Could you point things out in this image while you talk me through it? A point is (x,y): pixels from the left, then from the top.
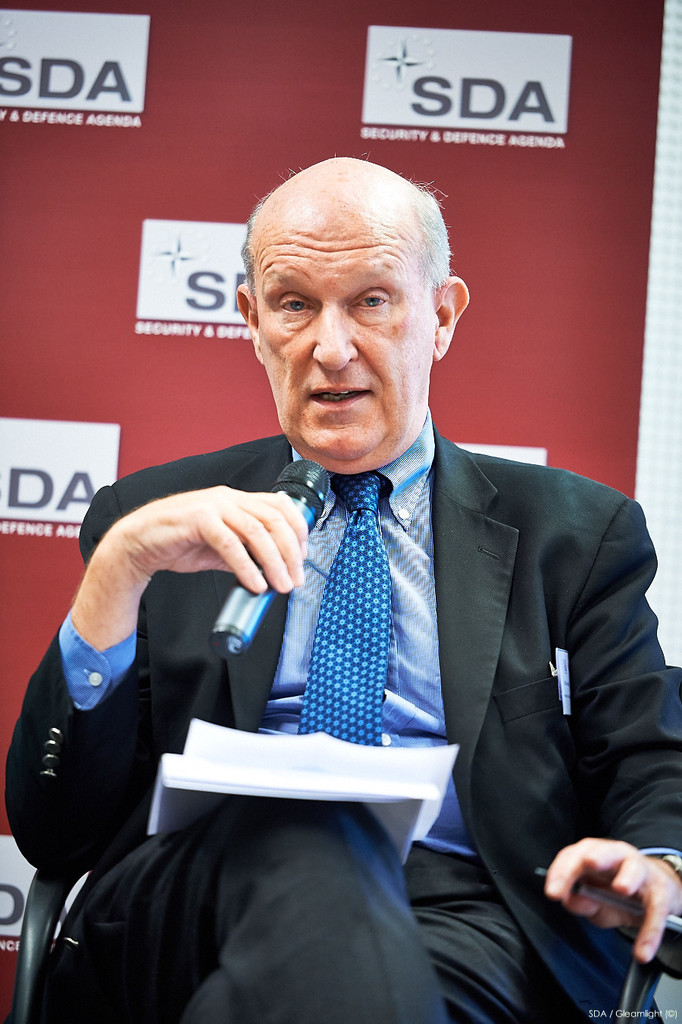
In this image I can see a person (424,202) sitting and the person (521,698) is wearing black blazer (521,569), light blue shirt (430,582) and blue color tie (376,607) and the person (387,521) is holding a microphone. Background (303,24) I can see a banner (220,188) in maroon and white color.
